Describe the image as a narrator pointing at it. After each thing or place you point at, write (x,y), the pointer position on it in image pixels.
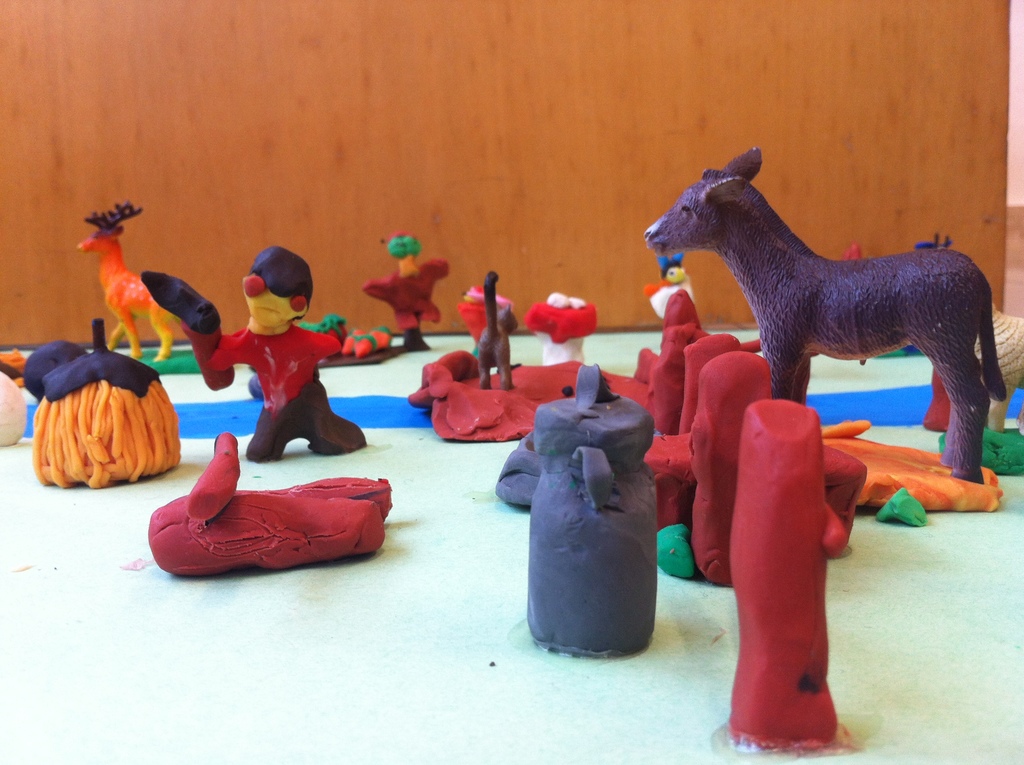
In the image in the center (408,259), we can see few colorful toys (538,434) like animals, poles (761,520), cans (598,398) etc, which is made up of clay (272,440). In the background (137,44) there is a wall (528,61).
